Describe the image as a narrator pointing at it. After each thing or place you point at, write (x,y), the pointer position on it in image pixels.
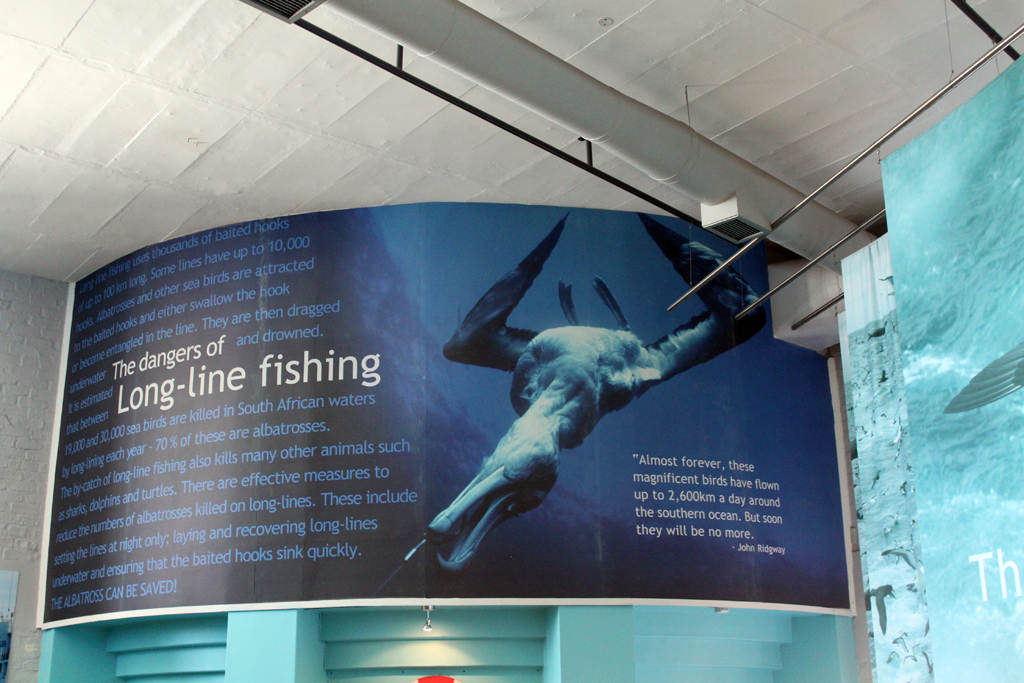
In this picture there is a banner (519,407) which has an image (523,431) and something written beside it and there are some other objects (930,421) beside it.
